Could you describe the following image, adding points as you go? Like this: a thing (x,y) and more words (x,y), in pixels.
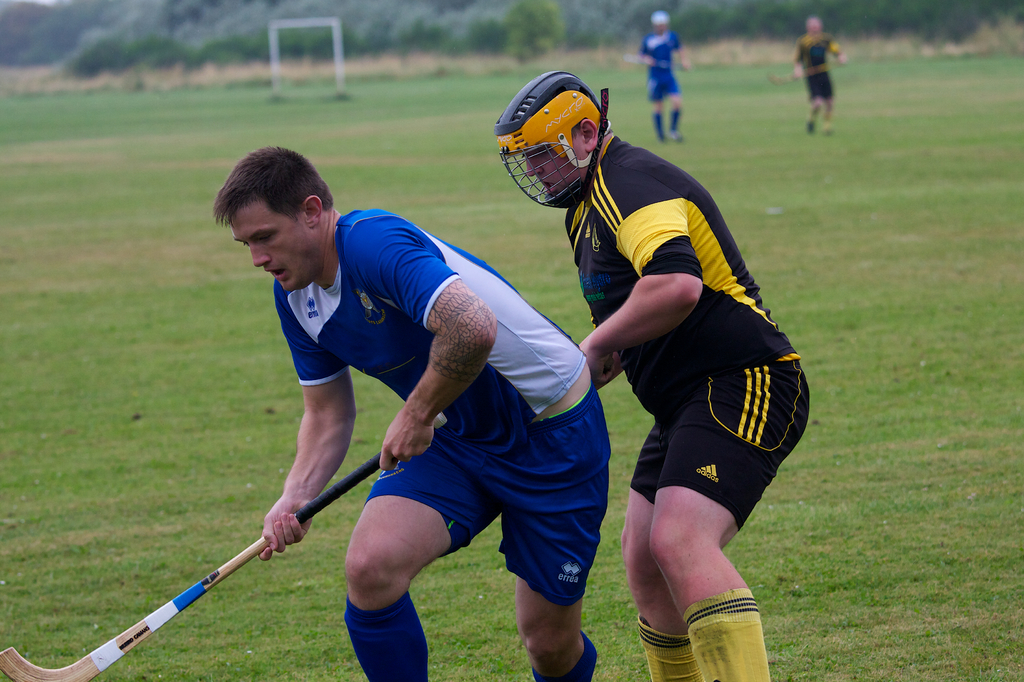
In this image we can see a person (373,513) holding a hockey stick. Behind him there is a person (686,335) wearing helmet (555,134). On the ground (102,291) there is grass (693,76). In the background (826,97) there are two persons (665,85). Also there is a post (271,57). And there are trees (300,46). And it is blurry in the background (779,8).
